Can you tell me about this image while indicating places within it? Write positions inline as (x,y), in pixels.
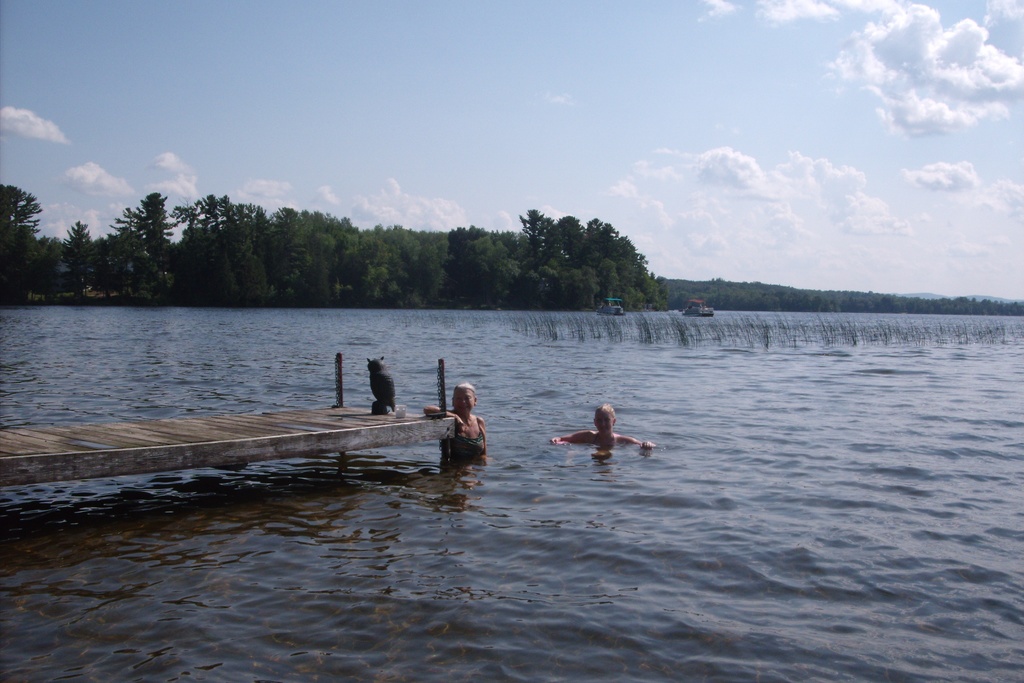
In this picture I can see the water (987,458) in front (611,472) and I can see 2 women (551,441) in the water (510,431). On the left side of this image (106,439), I can see the wooden platform (238,443) on which there is an animal (374,411). In the background (23,262) I can see number of trees (567,273) and I can see 2 boats (703,310). On the top of this picture (389,154) I can see the sky (389,202).
